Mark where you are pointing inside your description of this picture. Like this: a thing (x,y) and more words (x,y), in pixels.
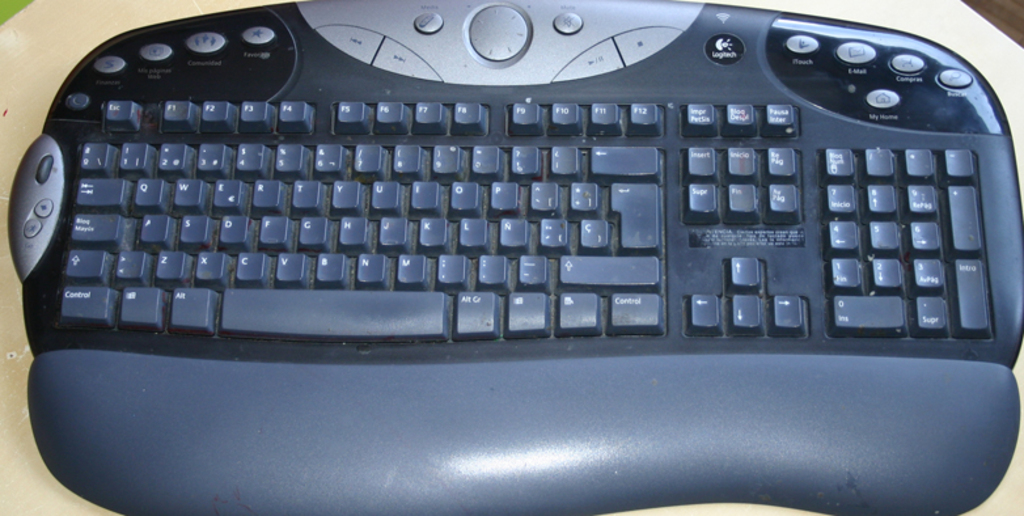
In this image I can see the cream colored surface (57,24) and on it I can see a keyboard (390,197) which is black and ash in color.
